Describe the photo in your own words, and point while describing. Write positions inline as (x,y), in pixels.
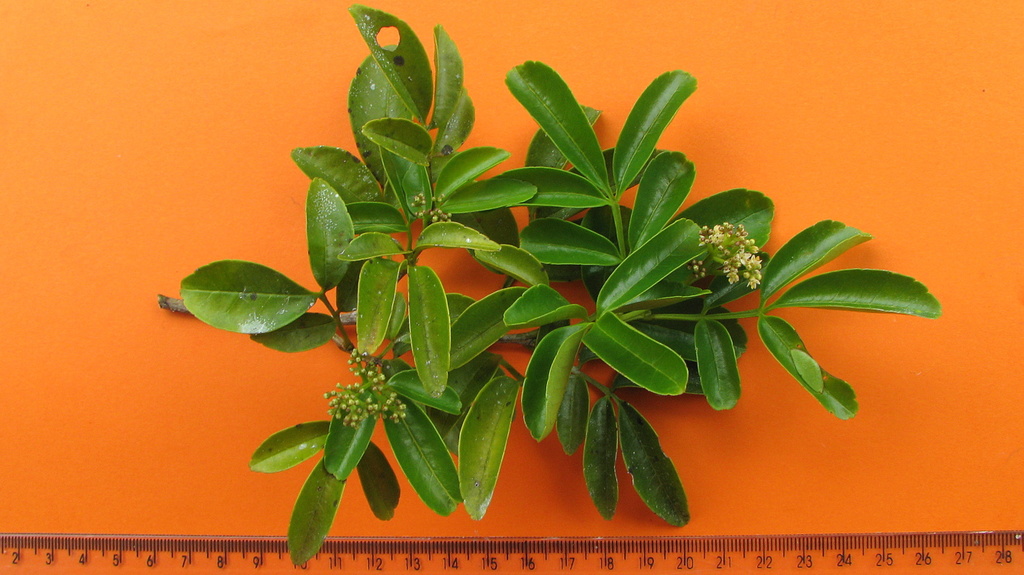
In this picture there is a plant (580,414) and there is a scale (544,537). At the bottom (202,511) there is an orange color background (852,131).
